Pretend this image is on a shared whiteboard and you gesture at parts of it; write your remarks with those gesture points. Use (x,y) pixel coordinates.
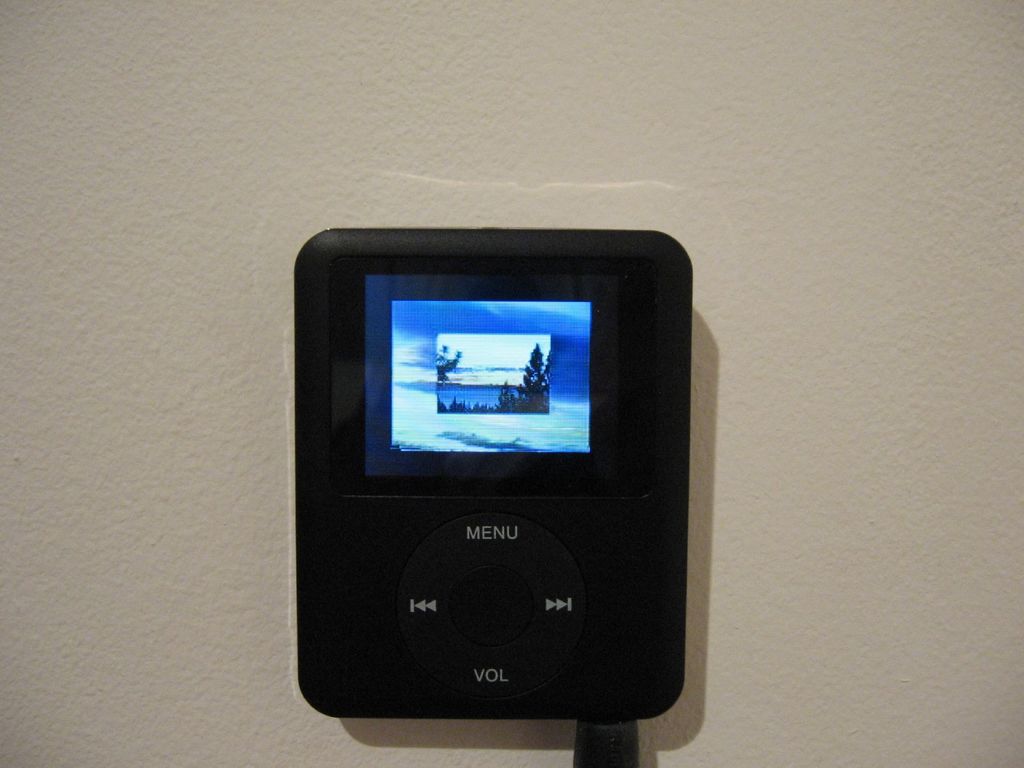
In this image, in the middle (472,412), we can see an electronic instrument (608,470) which is attached to a wall (693,124).
